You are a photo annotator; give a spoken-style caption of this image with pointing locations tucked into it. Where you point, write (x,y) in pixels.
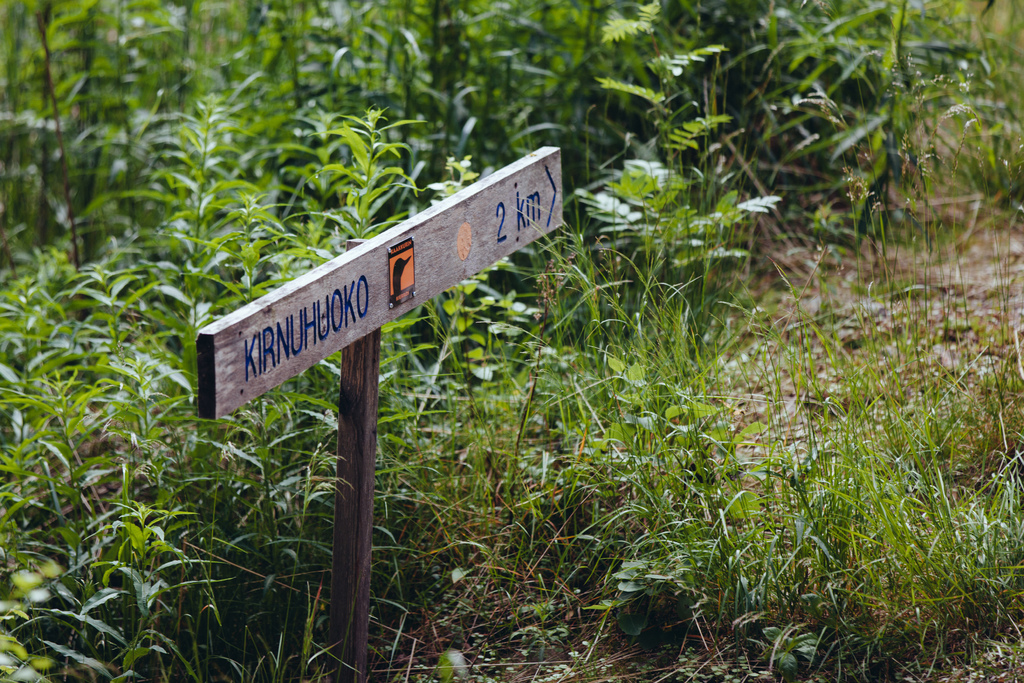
In this image we can see a signboard (302,351) with some text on it, some plants (424,192) and grass (860,434).
